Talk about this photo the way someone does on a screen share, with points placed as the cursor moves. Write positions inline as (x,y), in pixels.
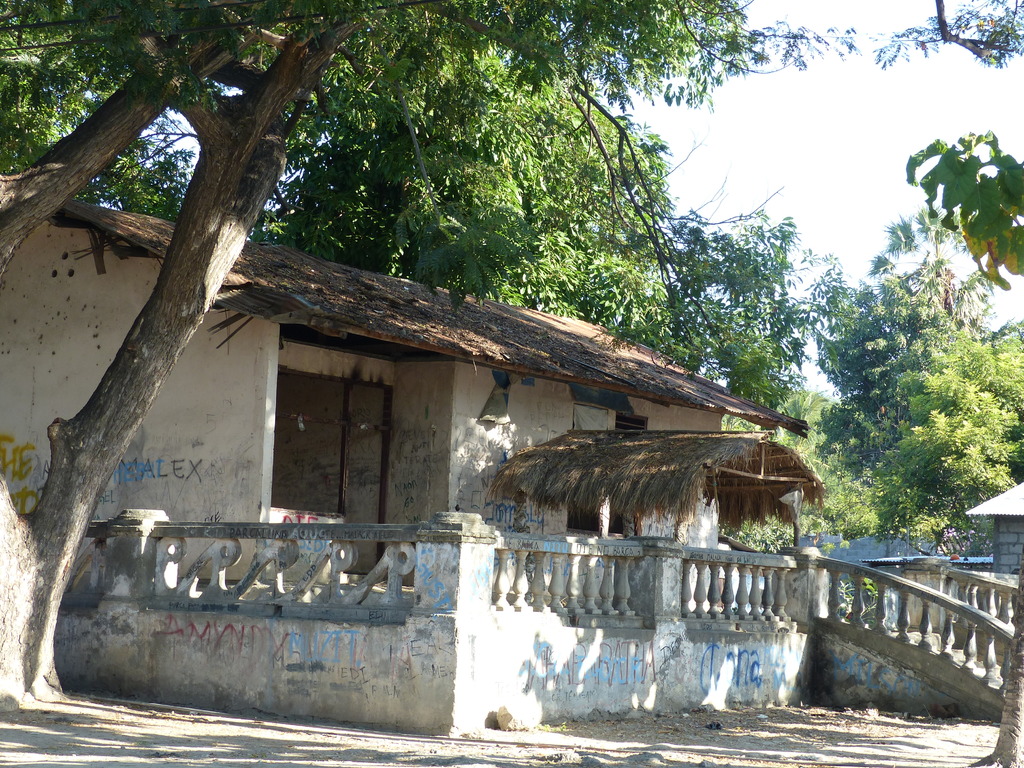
In the image there is a house (304,441) with roof (312,309), walls (304,441) and railing (602,555). In the image there are many trees (1004,240) and also in the background (828,183) there is a sky (831,154).
